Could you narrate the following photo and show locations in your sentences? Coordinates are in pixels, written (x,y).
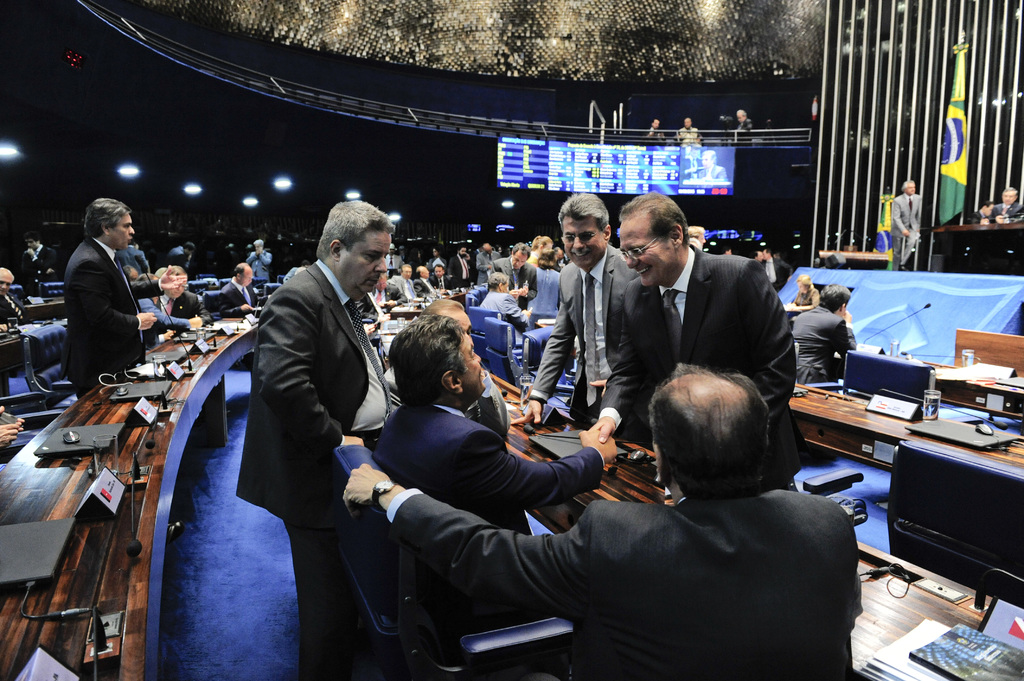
Here we can see group of people (751,443), chairs (1023,538), tables (82,667), laptops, glasses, mikes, and name boards (1011,624). There are books (943,654) on the table (869,642). In the background (587,183) we can see lights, screen (684,188), flag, and few persons (656,127).
